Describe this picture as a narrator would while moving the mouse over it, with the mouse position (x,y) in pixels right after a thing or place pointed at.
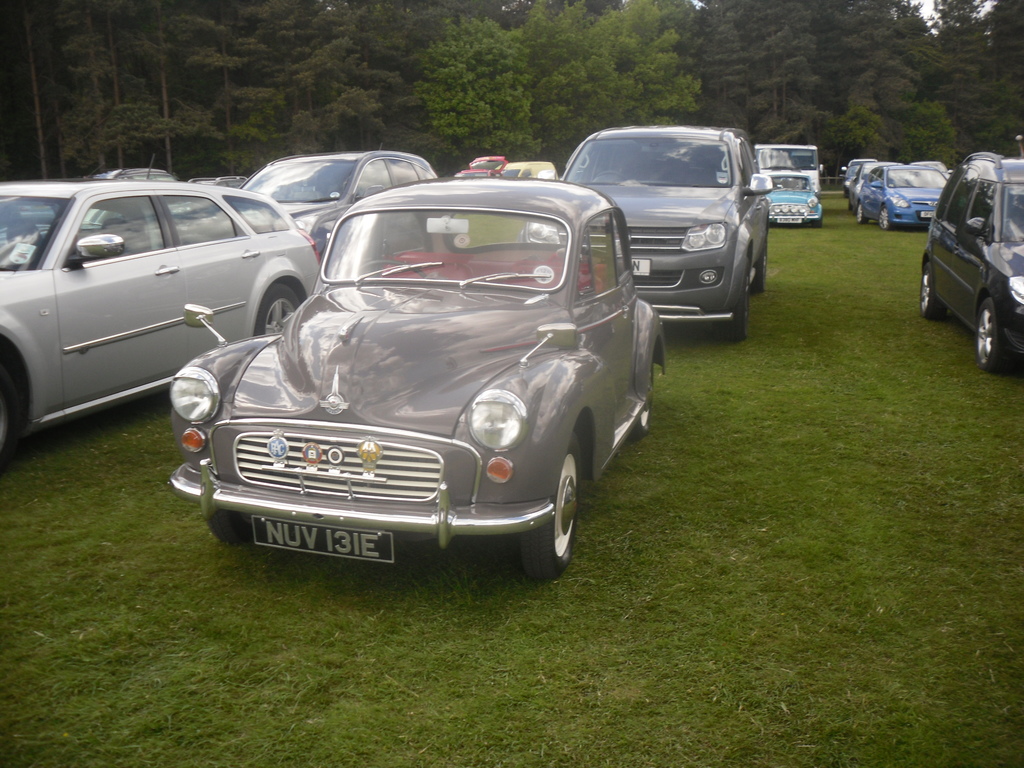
In this image we can see so many cars (252,251) are parked on the green land (763,581). Background of the image (900,69) trees (274,84) are present.
